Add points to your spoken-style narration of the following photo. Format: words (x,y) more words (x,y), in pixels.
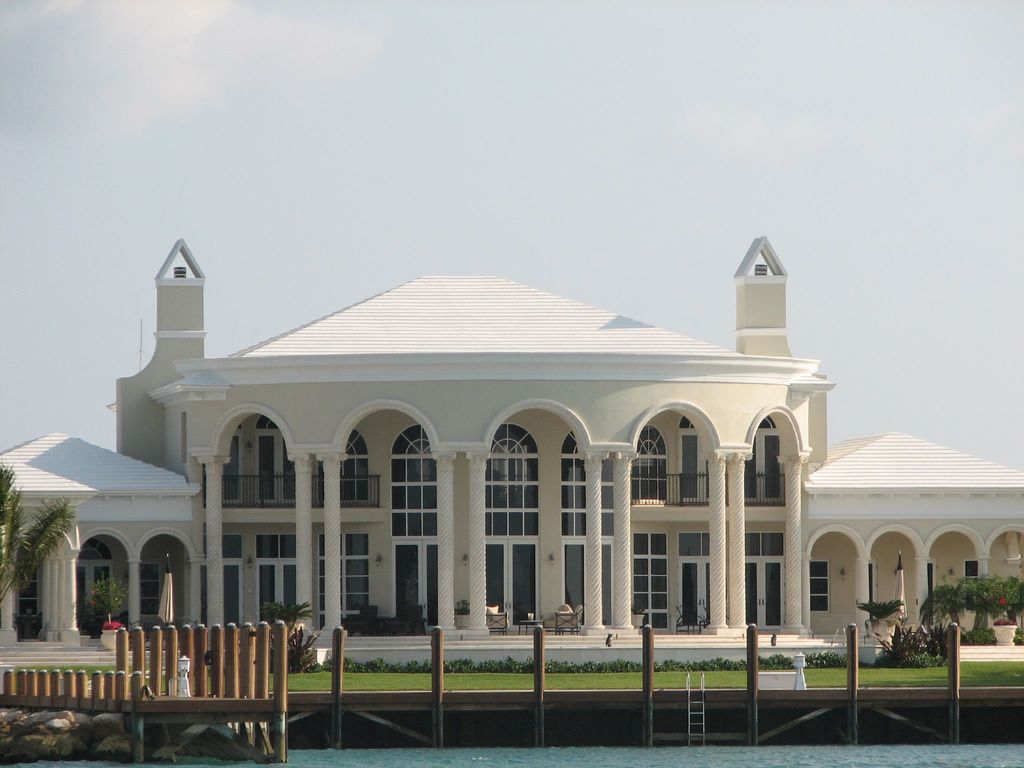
In this image in the center (570,422) there is a building (510,544) and some pillars (623,578) and glass windows (525,532), and on the right side (977,596) and left side (43,536) there are some plants (697,664) and flower pots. In the foreground (141,694) there is a fence (101,681) and some poles (242,674), at the bottom (960,749) it looks like water (974,752) and at the top (429,141) there is sky (429,141).
